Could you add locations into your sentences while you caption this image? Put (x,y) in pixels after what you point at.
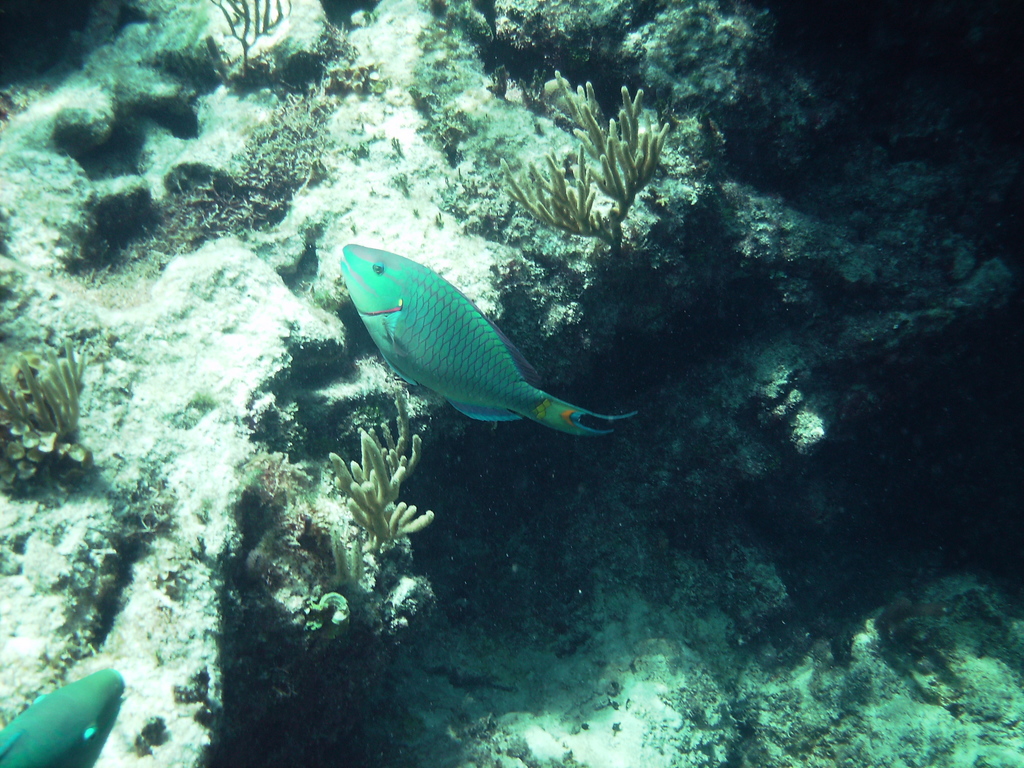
In this image I can see the underwater picture in which I can see the ground (310,467), some grass (336,478) and few plants (349,467) which are green in color on the ground (555,297) and two fishes (459,342) which are green in color. I can see the dark background (969,431) to the right side of the image (902,382).
